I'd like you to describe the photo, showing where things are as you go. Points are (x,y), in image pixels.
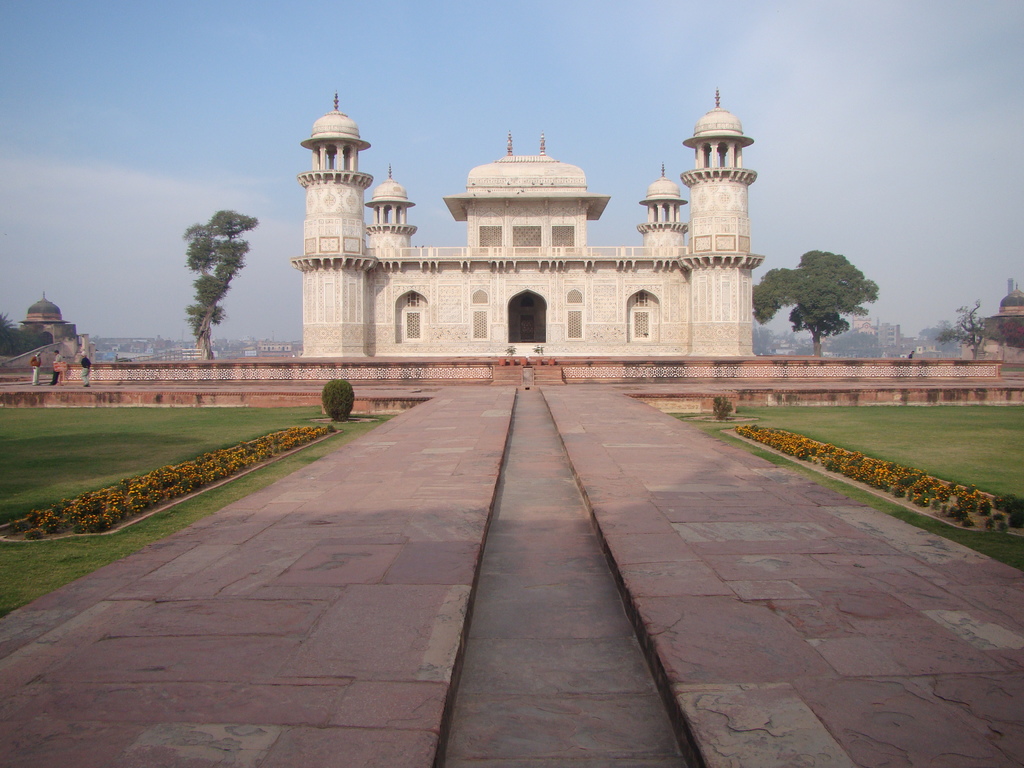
In this picture I can see buildings (617,298), trees (970,319) and few plants (334,395) and I can see few people (54,383) are standing and I can see grass (853,433) on the ground (962,483) and a blue cloudy sky (600,94).
